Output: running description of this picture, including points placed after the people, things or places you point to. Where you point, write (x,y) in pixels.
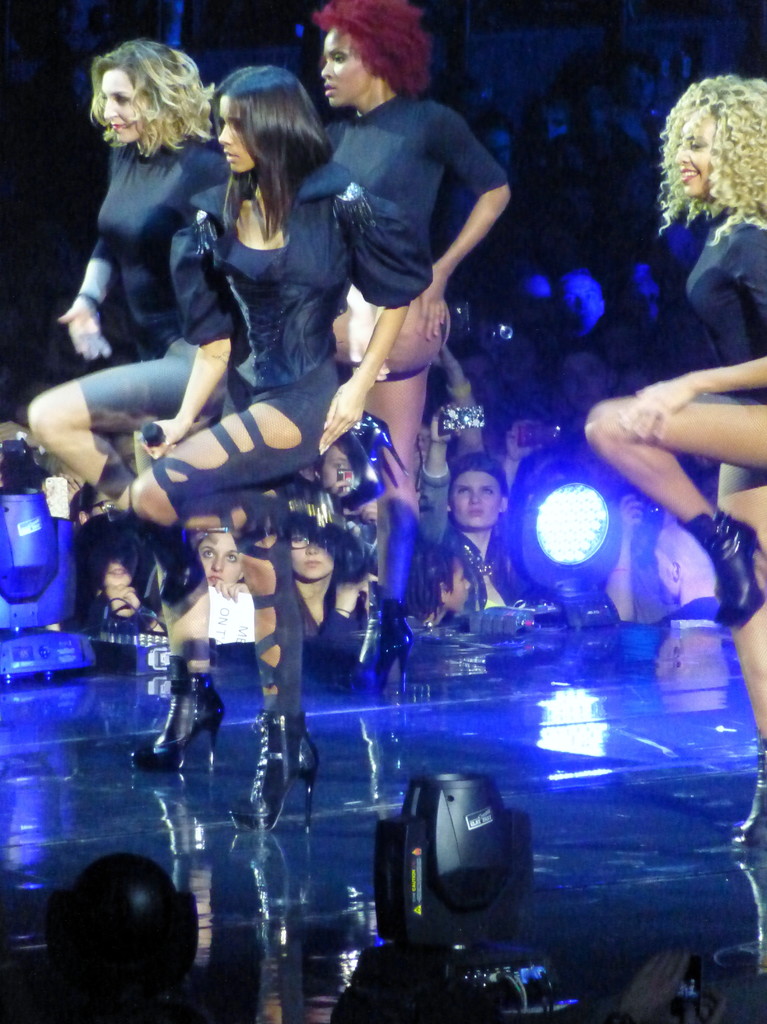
In this image we can see ladies (361,382) standing on the stage (306,697). In the background of the image (531,295) there are people (497,360). There are lights (10,666).
